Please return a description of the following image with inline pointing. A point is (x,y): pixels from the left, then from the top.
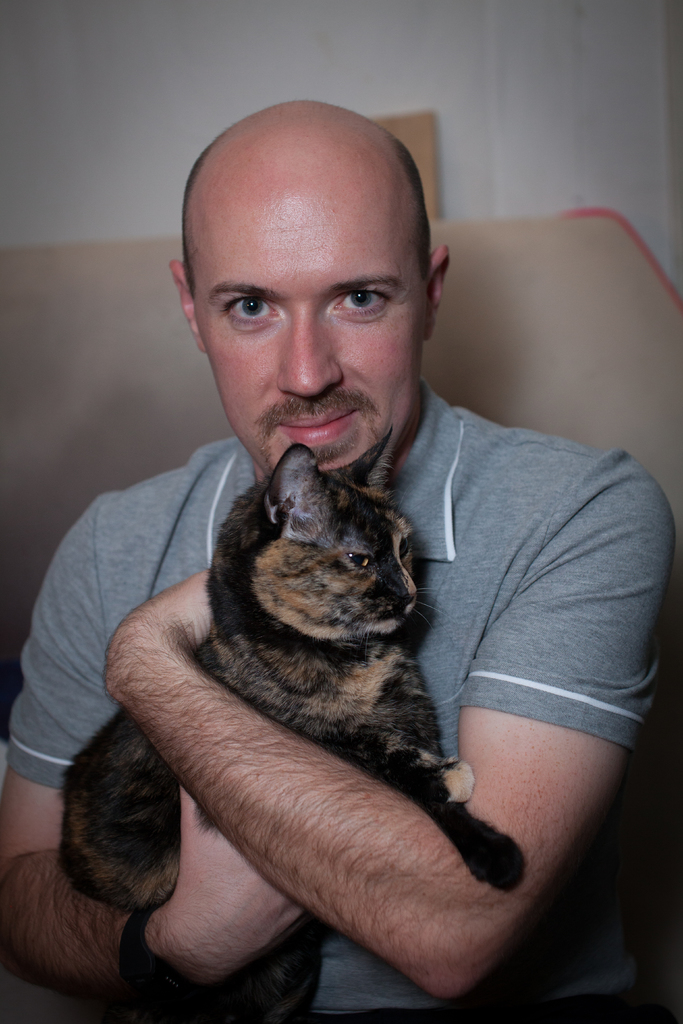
In this image we can see a man (510,483) is holding a cat (344,642) in his hands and sitting on the sofa (579,339).
